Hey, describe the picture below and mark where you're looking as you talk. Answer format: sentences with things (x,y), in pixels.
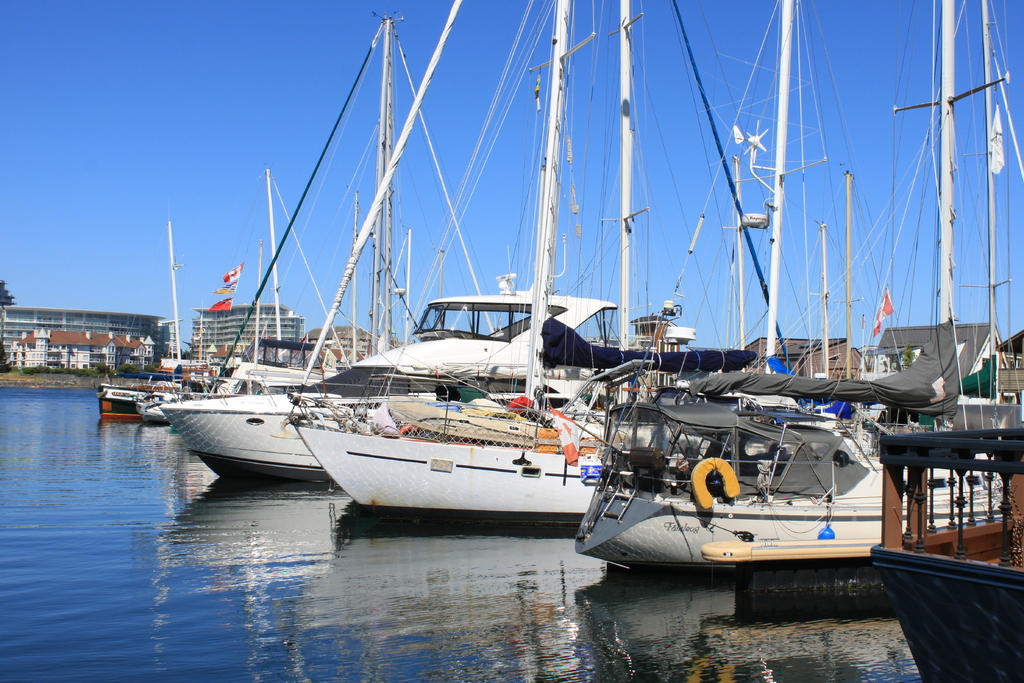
In this picture I can see a number of boats (441,392) on the water surface (295,597). I can see the buildings (144,355). I can see the sky (456,168).
